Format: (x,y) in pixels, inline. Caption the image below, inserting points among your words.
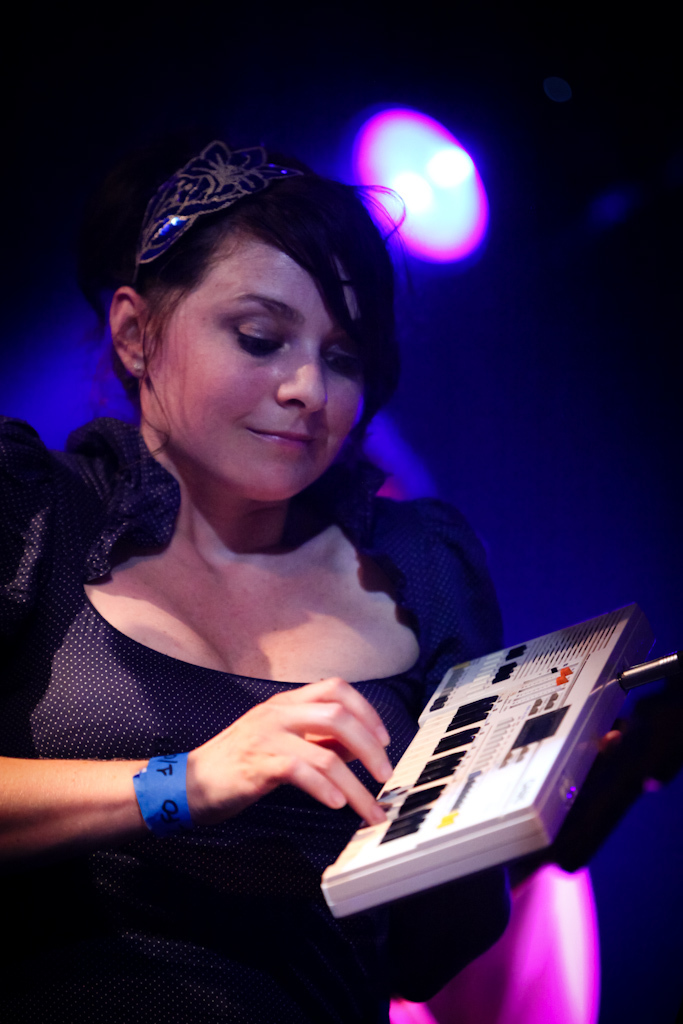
In the picture we can see a woman (183,1006) standing in the black dress (42,704) and playing a musical instrument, and to the ceiling (332,146) we can see the light (436,180).
